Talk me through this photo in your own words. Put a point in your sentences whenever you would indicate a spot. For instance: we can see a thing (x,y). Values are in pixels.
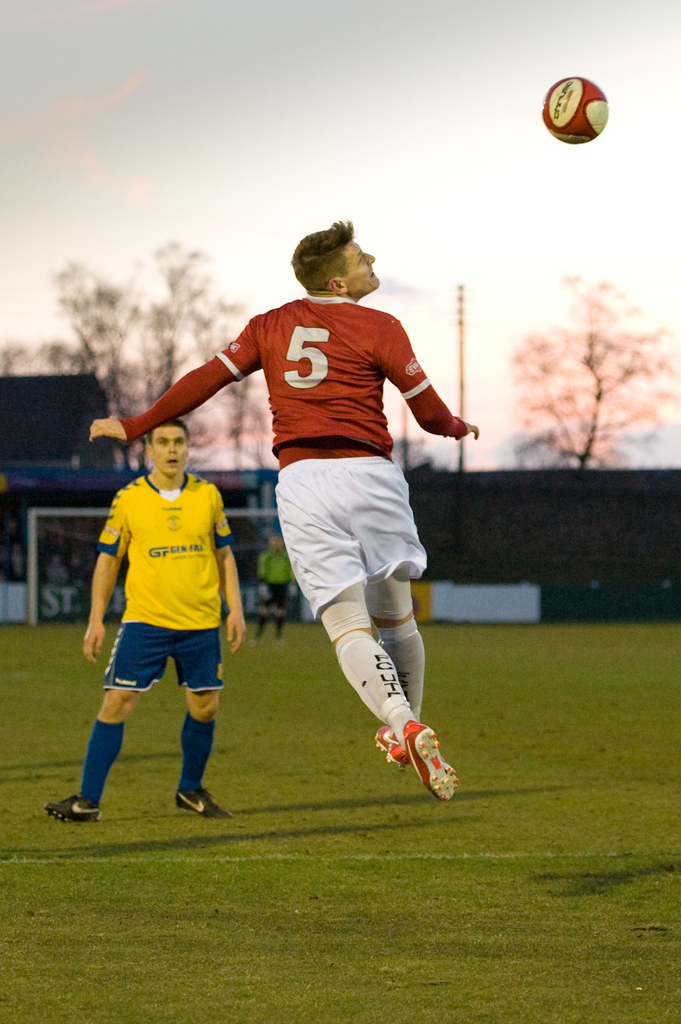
The person (333,344) wearing red dress (345,358) is in the air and there is a ball (573,110) in front of him and the person (167,549) wearing yellow dress (167,542) is standing on a greenery ground (228,885) and there are trees (155,322) in the background (566,395).
